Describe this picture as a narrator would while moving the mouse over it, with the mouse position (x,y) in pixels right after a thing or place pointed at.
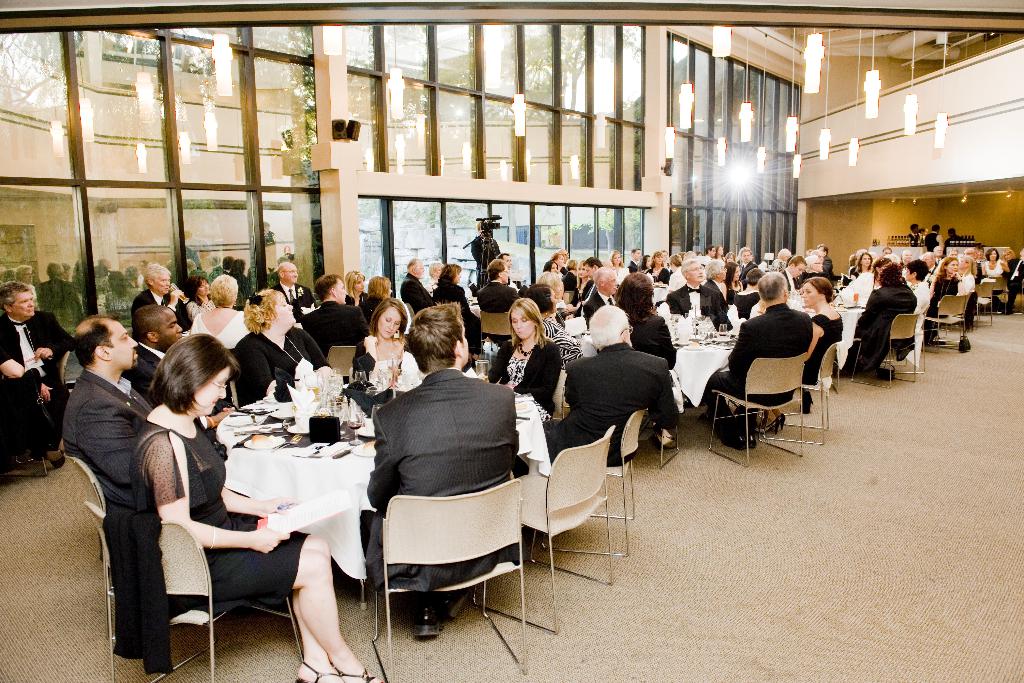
This picture shows a group of people (594,337) seated on the chairs (582,517) and we see a man (472,245) standing with a camera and we see a light (728,172).
